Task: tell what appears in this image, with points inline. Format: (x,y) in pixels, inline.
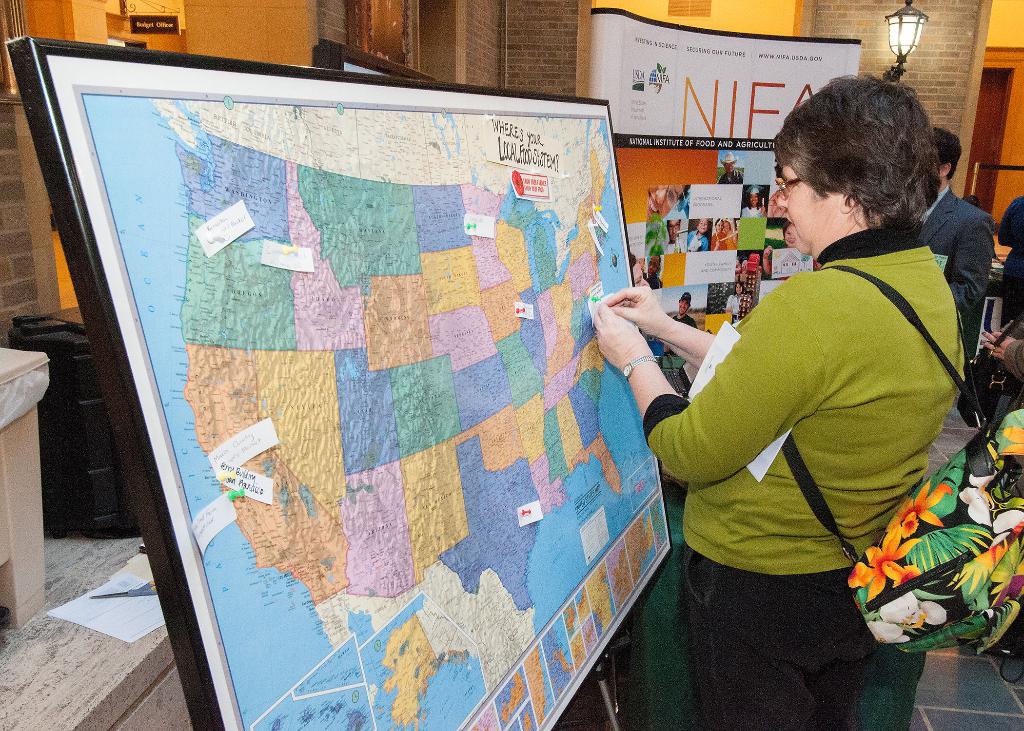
In this image we can see a few persons (843,466), a lady (766,428) wearing a backpack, there is a map (330,405), poster (738,203) with some texts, and images (740,259) on it, also we can see a light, walls (500,78), door (988,185), also we can see an object (40,469), and a book (77,599) on the surface (88,551).
